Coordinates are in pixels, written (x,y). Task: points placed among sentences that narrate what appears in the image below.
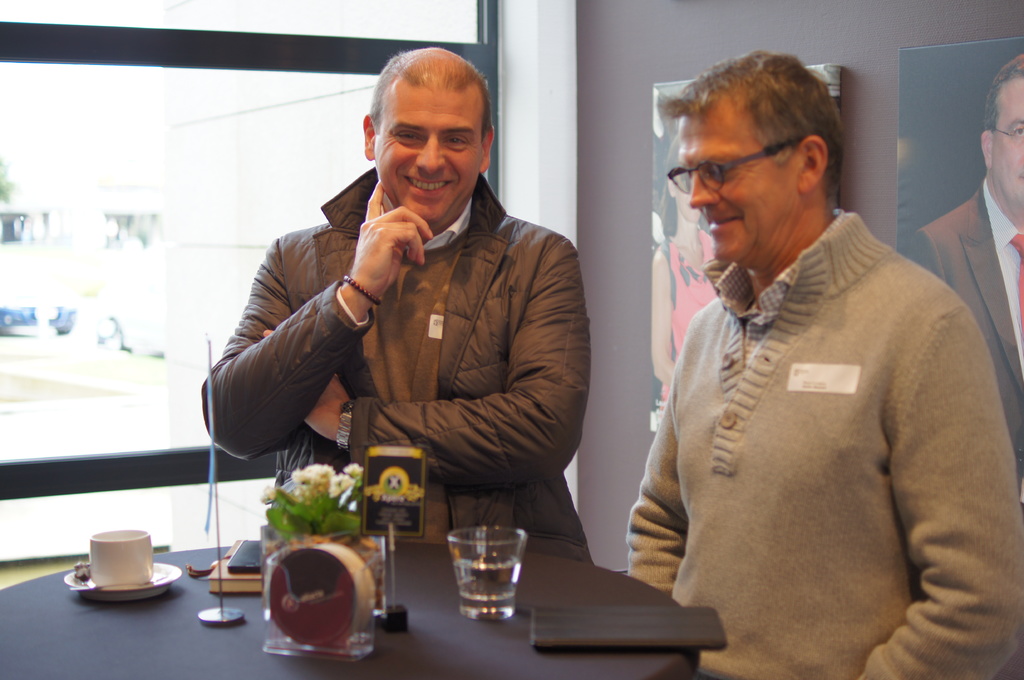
In the foreground of the picture (128,631) there is a table (460,651), on the table (483,623) there is a glass (488,599), house plant (309,494), a flag (210,470), a book (236,574) and cups (119,557). In the center of the image (541,306) there are two men (545,346) standing and smiling. On the top right (962,99) there are frames (898,80) on the wall (662,46). In the top right (692,41) the wall (721,20) is painted in brown. On the left (89,161) there is a glass window (176,239).
